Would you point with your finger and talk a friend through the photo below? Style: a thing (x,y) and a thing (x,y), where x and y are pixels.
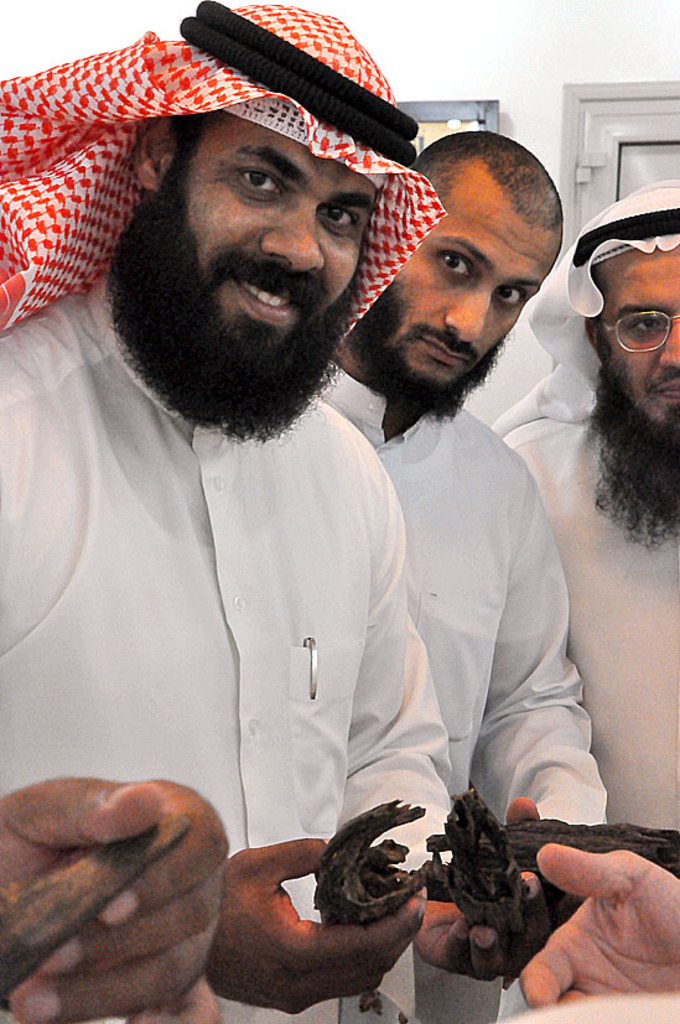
In this image, we can see some people (577,818) standing.
